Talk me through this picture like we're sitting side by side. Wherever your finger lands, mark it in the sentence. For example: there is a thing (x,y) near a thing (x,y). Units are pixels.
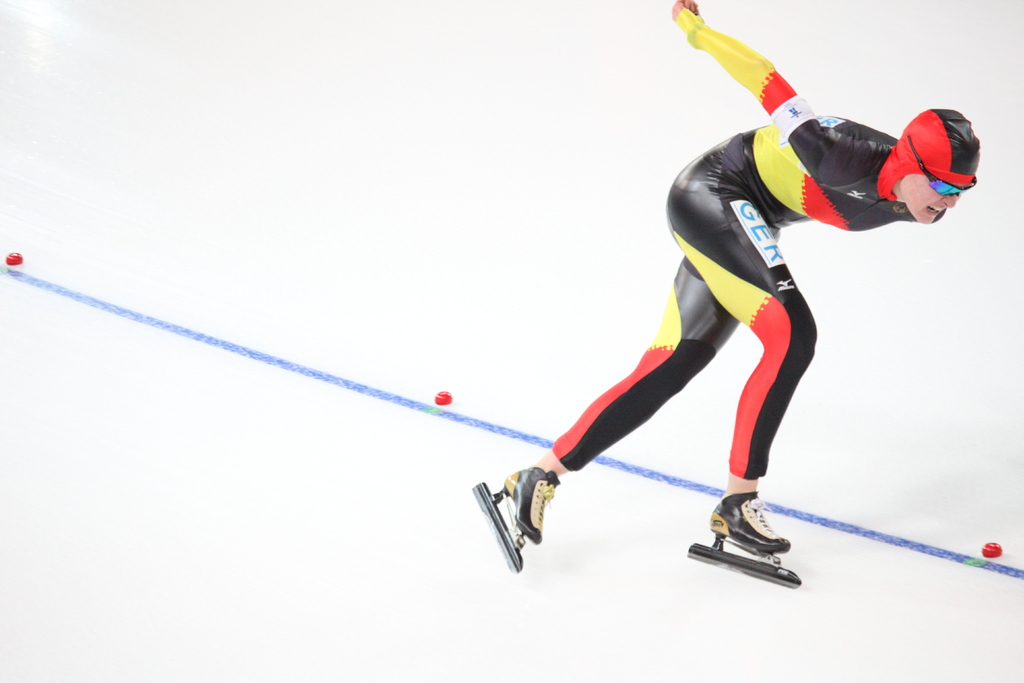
In this image there is a man (931,146) skating on the floor (556,411), he is wearing goggles (935,182), there are objects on the floor (595,378), the background of the image (338,89) is white in color.
